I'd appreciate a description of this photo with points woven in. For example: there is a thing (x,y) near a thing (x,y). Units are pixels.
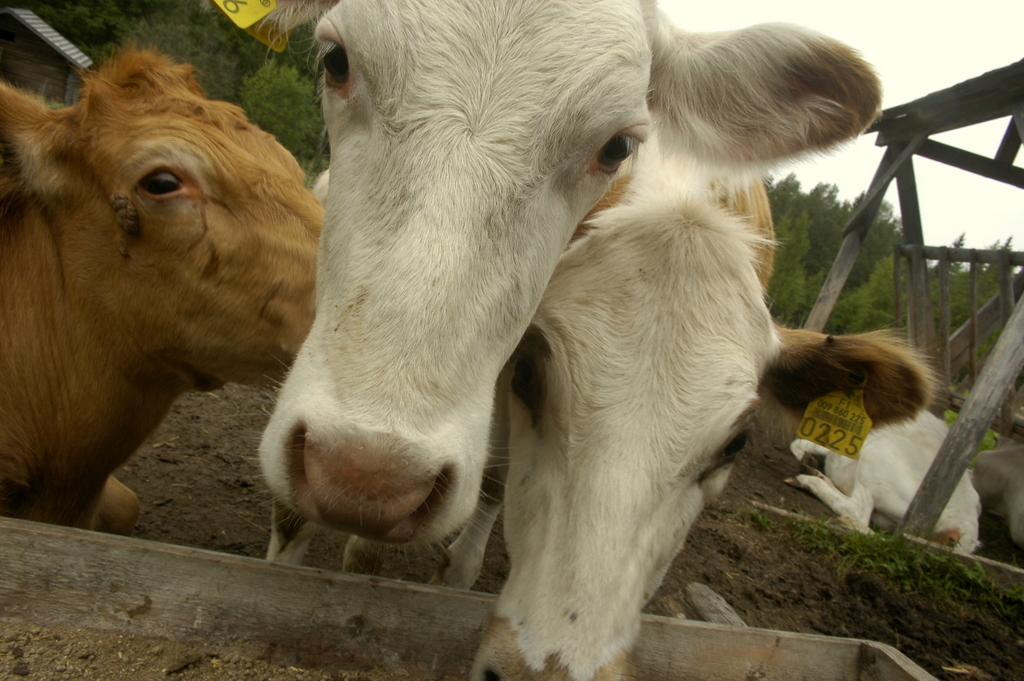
There are three cows (533,346) standing. This looks like a wooden object (348,631). Here is another cow (889,486) sitting. This looks like a grass (889,557). These are the trees (827,234). I can see the tags (841,409).
